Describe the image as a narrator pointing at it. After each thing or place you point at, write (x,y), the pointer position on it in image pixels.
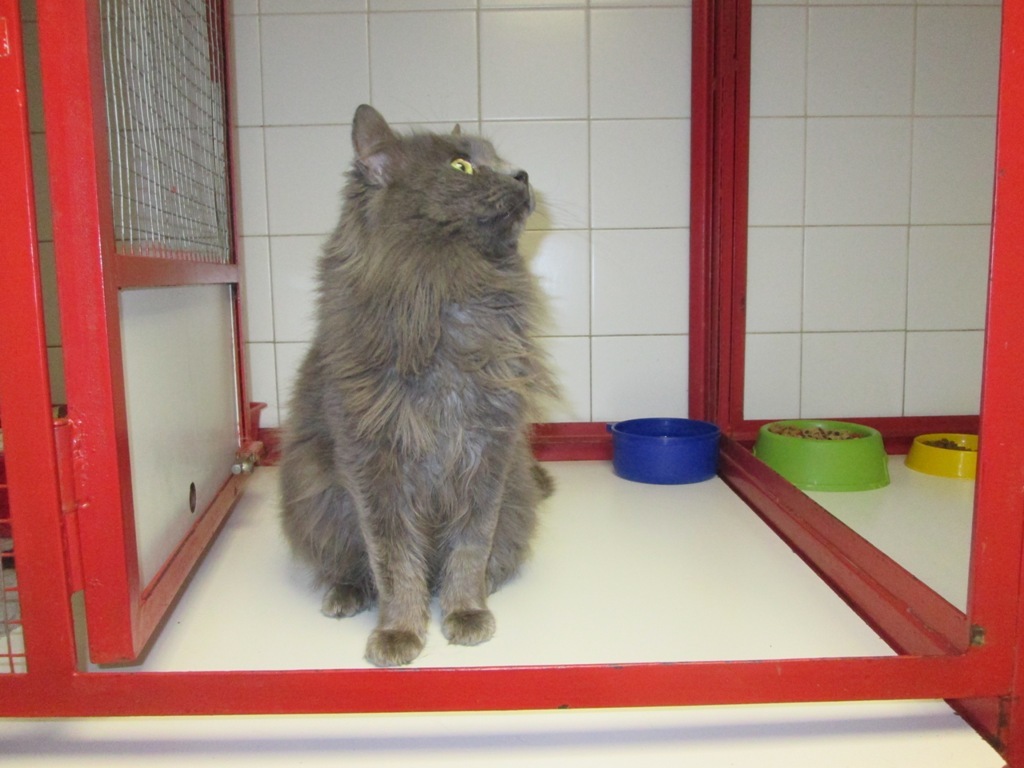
In the center of the image (457,286) there is a cat (421,494) on the floor (353,627). On the left side of the image (71,4) we can see grill (53,192). On the right side of the image (691,459) we can see bowls (926,445). In the background (604,198) there is wall (362,52).
